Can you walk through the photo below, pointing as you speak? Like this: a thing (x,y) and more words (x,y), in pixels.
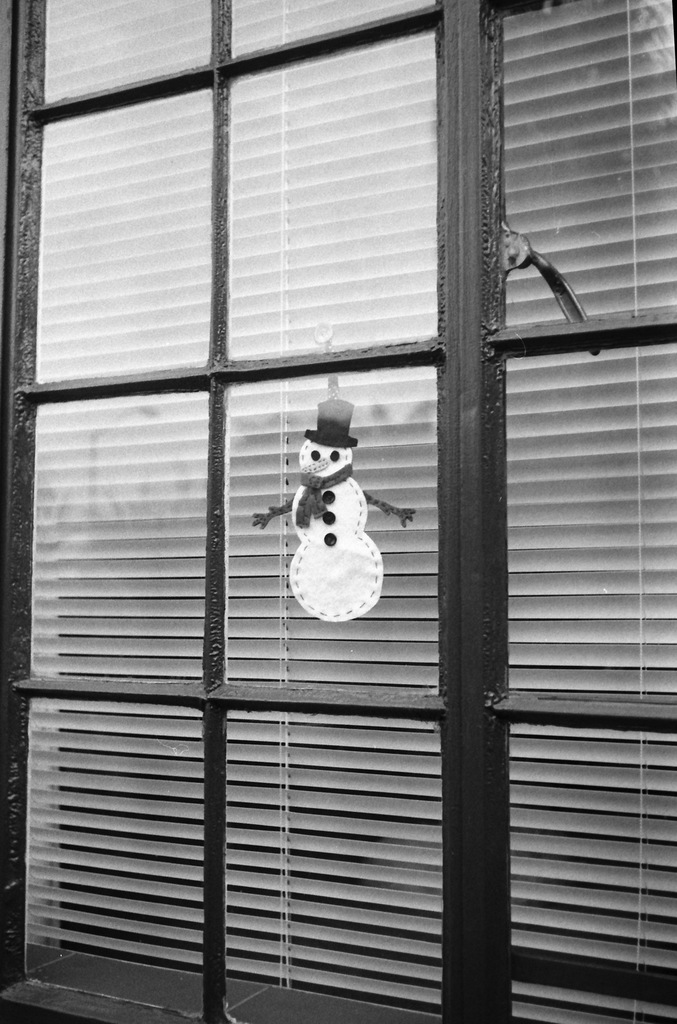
In this picture we can see a glass object (278,540), snowman (304,542) wearing a hat (334,446) and a scarf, window blinds (509,652) and other objects (11,677).
